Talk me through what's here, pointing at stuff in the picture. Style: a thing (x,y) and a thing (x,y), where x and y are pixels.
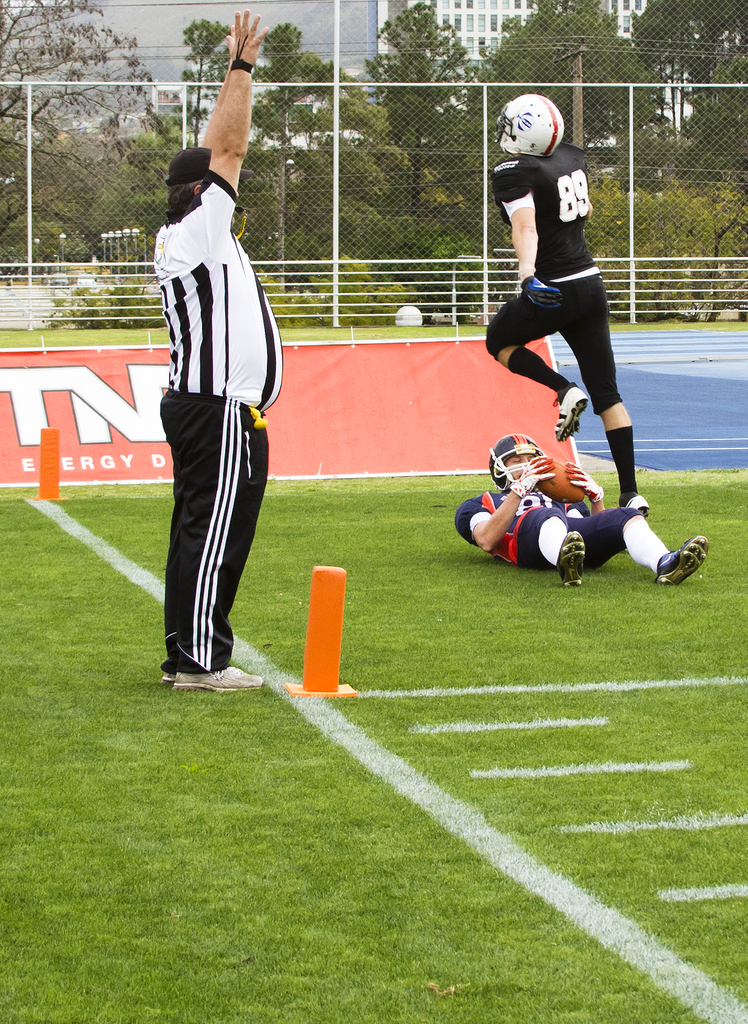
In this image we can see two persons (609,555) wearing sports dress (582,355) and one among them is lying on the ground (263,799) and holding a ball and there is a person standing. We can see a fence (269,180) and there are some trees (397,183) and buildings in the background (654,27).
